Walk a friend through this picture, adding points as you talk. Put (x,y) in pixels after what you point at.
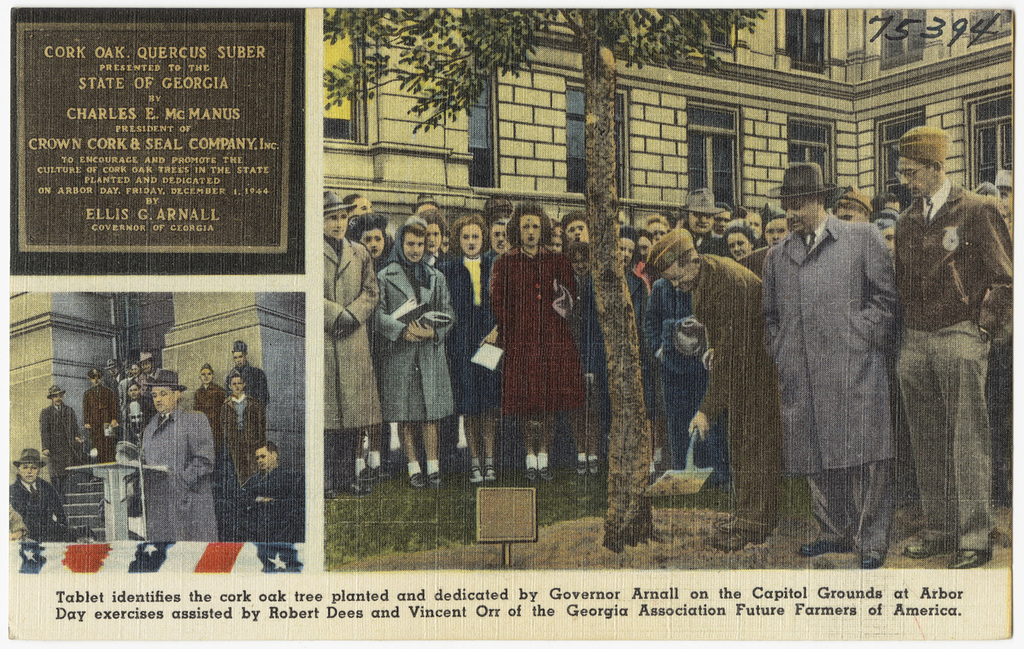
This is a picture of a paper (733,436), where there are photos (497,219) of group of people (974,369) standing, there are buildings (376,211), a tree (600,316), podium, a flag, and a board (278,141), and there are words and numbers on the paper (897,271).
